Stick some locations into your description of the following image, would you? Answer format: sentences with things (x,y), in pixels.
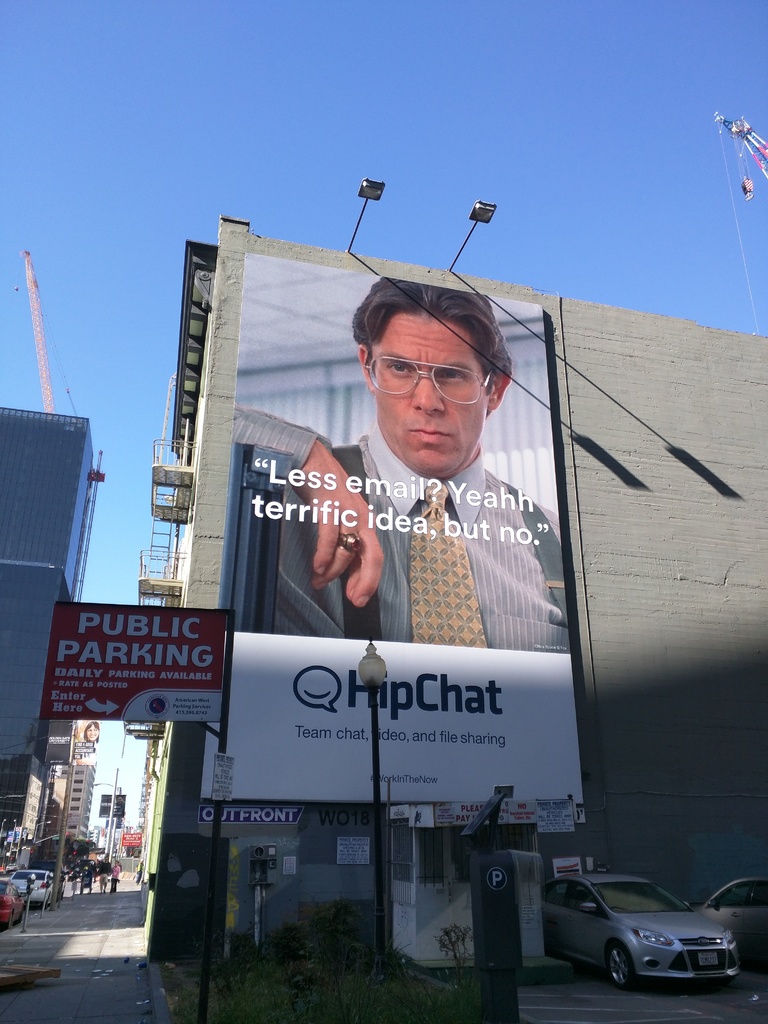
In this image, we can see a poster (266,289), on that poster (278,294) we can see a picture (521,425) of a man (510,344), there are some cars (722,964) parked, there is a black color pole (378,830), at the top (256,143) there is a blue color sky (236,132).
